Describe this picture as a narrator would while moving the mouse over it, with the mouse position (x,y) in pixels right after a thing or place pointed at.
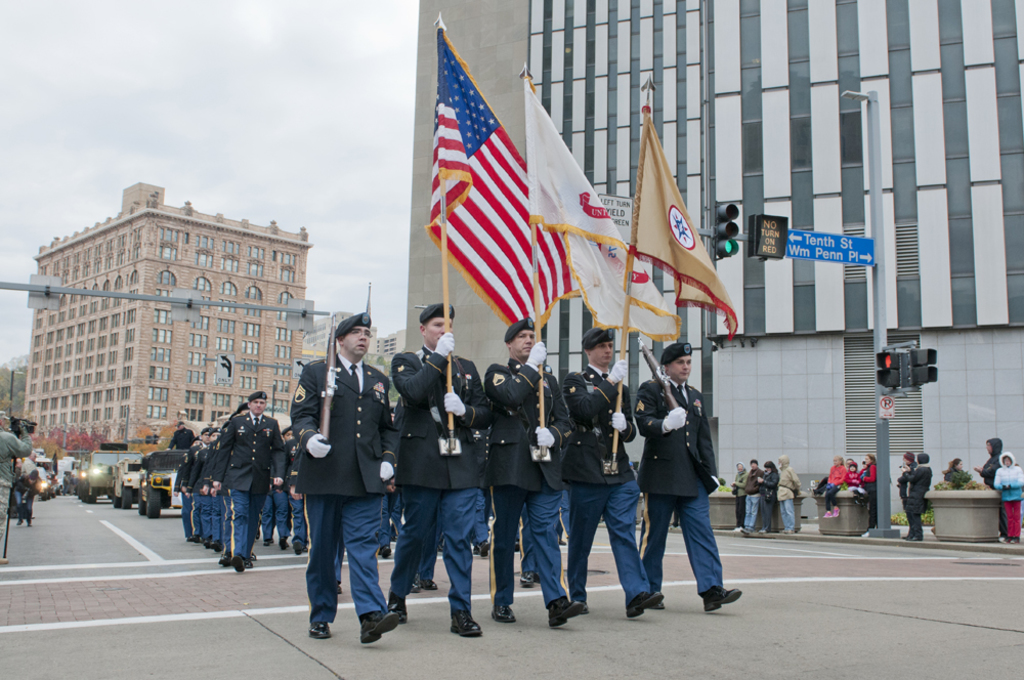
In this picture I can see buildings (133,260) and few poles (880,257) with traffic signal lights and I can see board (868,261) with some text (815,242) and few people (904,476) are standing and few are seated and I can see few people (371,490) walking on the road (590,647) and few of them are holding flags (638,234) in their hands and I can see vehicles (133,494) in the back (161,504) and I can see trees (101,437) and a man (20,442) holding a camera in his hand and a cloudy sky (220,135).
